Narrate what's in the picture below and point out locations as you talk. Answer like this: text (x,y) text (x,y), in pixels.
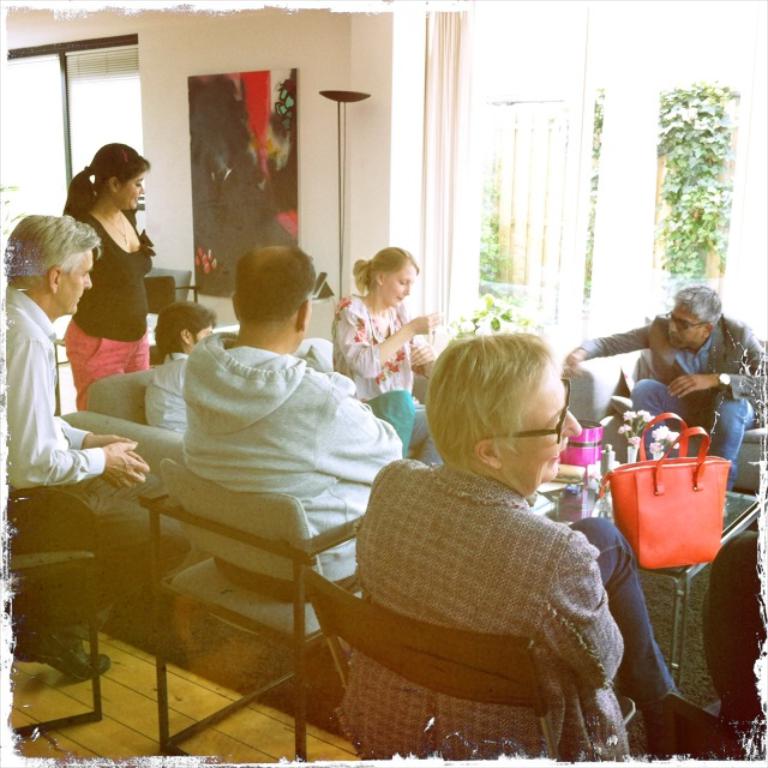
This picture describes about group of people (319,430) few are seated on the chair (306,552) and one is standing, in front of them we can see a bag (653,502), flower vase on the table (732,537), and also we can find wall painting (219,169), curtains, and couple of plants (694,208).
